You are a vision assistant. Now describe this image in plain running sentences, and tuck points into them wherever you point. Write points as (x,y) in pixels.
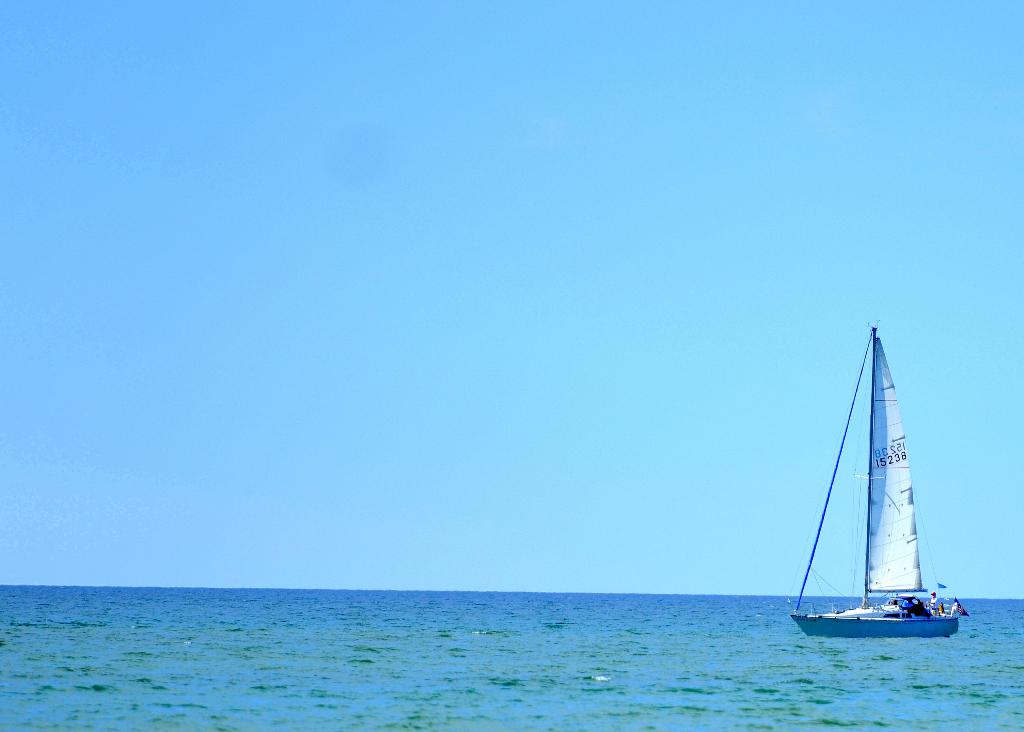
There is a boat (900,606) on the water (500,623). In the back (471,295) there is sky (538,275).
